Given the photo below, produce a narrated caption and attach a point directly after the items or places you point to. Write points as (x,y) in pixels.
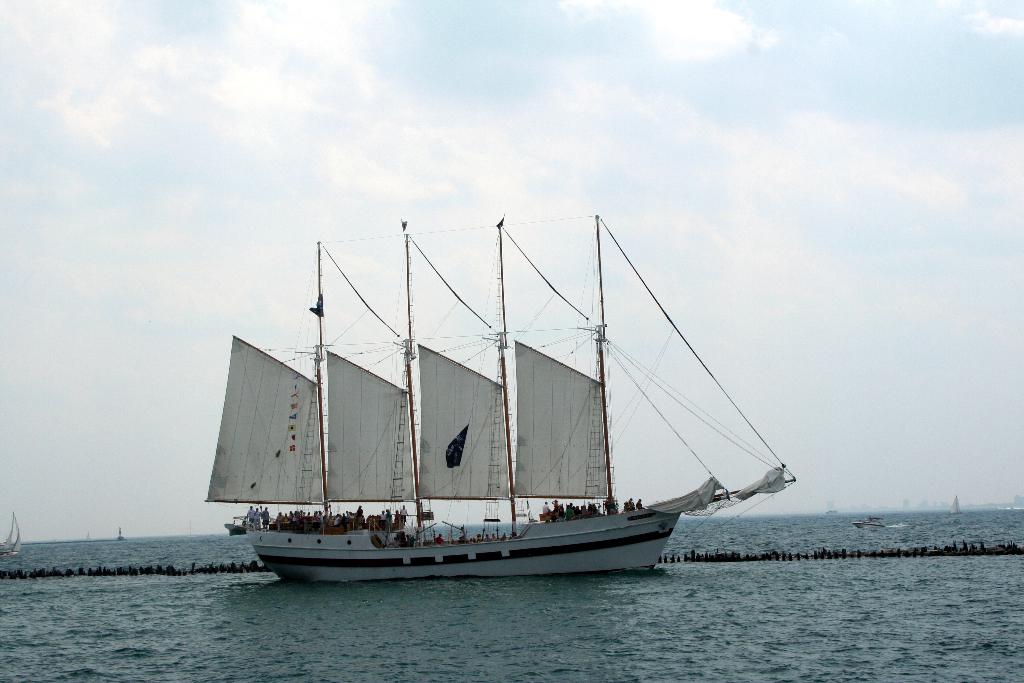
In the picture we can see a boat (623,517) on the water (262,579) and behind it, we can see the sky (895,83) with clouds (847,216).
